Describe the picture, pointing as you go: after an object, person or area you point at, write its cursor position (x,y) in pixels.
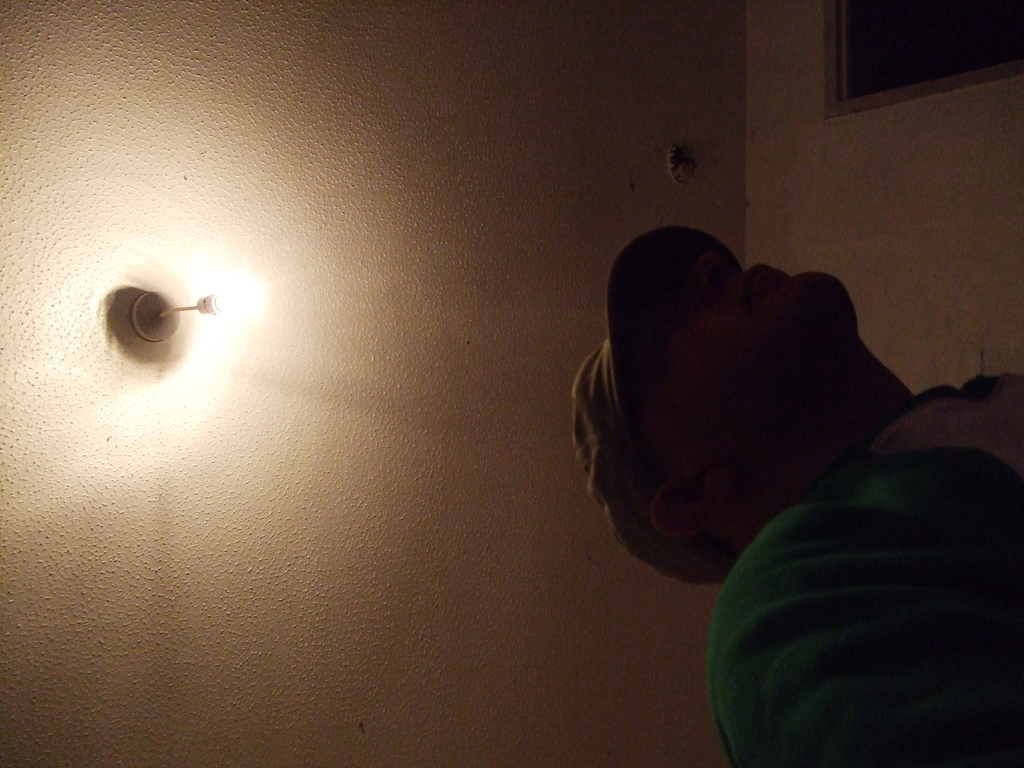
In the picture we can see a person (762,608) standing and he is with a cap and top of him we can see a ceiling (472,410) with a light (202,309).
